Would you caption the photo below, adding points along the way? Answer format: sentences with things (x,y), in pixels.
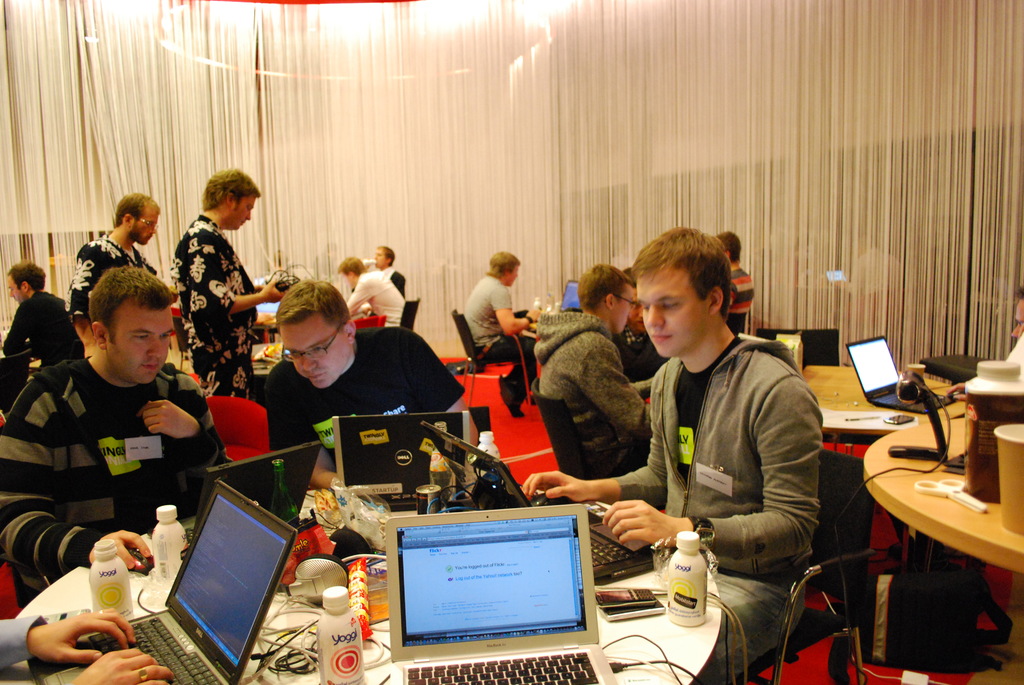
In this image we can see a group of people (436,375) sitting in front of a table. On the table (388,623) we can see five laptops (263,512), group of bottles (335,590), headphones (307,581), mobile phones (620,608), cables (613,640) is placed on it. On the right side of the image (927,644) we can see a bag (934,614) placed on the floor (873,671). In the background (590,234), we can see two persons (193,253) standing and curtains (313,120).
